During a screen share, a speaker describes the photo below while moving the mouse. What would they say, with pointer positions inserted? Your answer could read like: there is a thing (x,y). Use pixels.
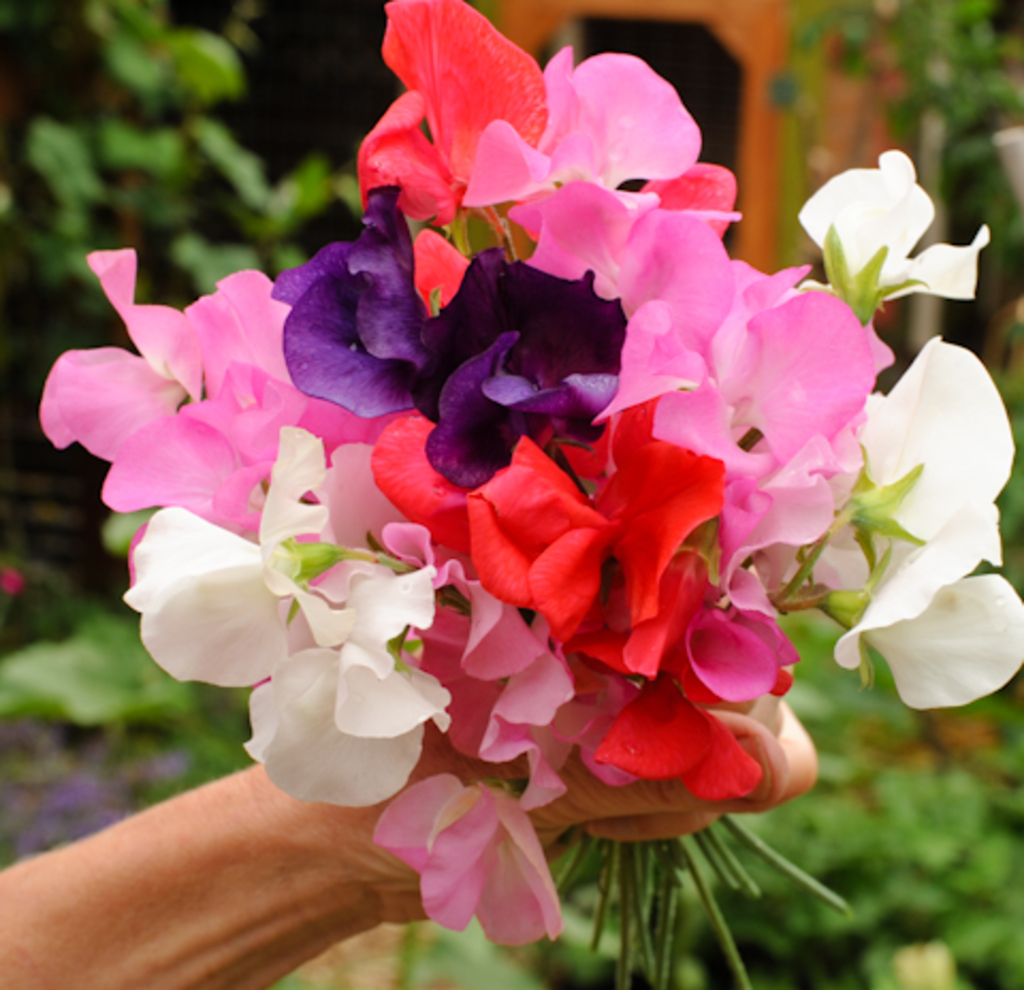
In this image I can see the person (250,857) holding the colorful flowers (481,464). In the background (4,216) I can see few more plants (819,797) and the brown color object (536,20) but it is blurry.
